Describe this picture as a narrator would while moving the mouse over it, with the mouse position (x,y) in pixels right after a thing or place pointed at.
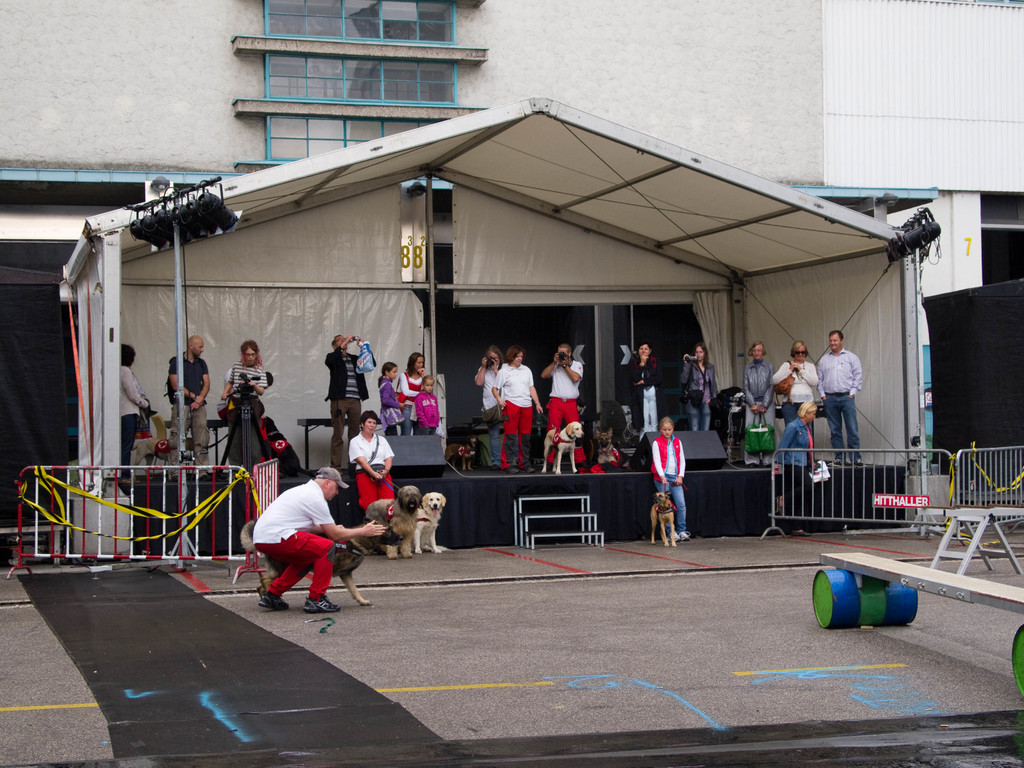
In this image we can see these persons (327,490) and dogs (268,573) are on the ground (497,711). Here we can see cans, stand (947,552), barriers (58,513) and these people (833,382) are standing on the stage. Here we can see light poles (925,236) and in the background (57,223), we can see the building (728,148).
